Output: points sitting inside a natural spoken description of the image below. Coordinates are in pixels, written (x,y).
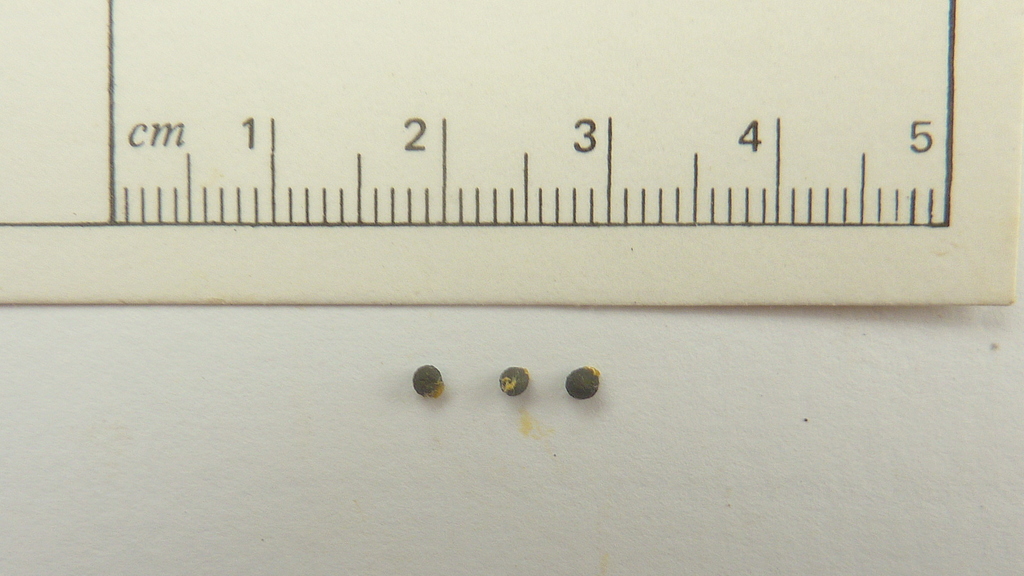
In this image at the top (137,155) there is a board (301,173), and on the board (553,196) there are measurements (326,226). And in the center (518,383) there are small balls (595,388), and there is wall (529,384) in the background (529,441).
